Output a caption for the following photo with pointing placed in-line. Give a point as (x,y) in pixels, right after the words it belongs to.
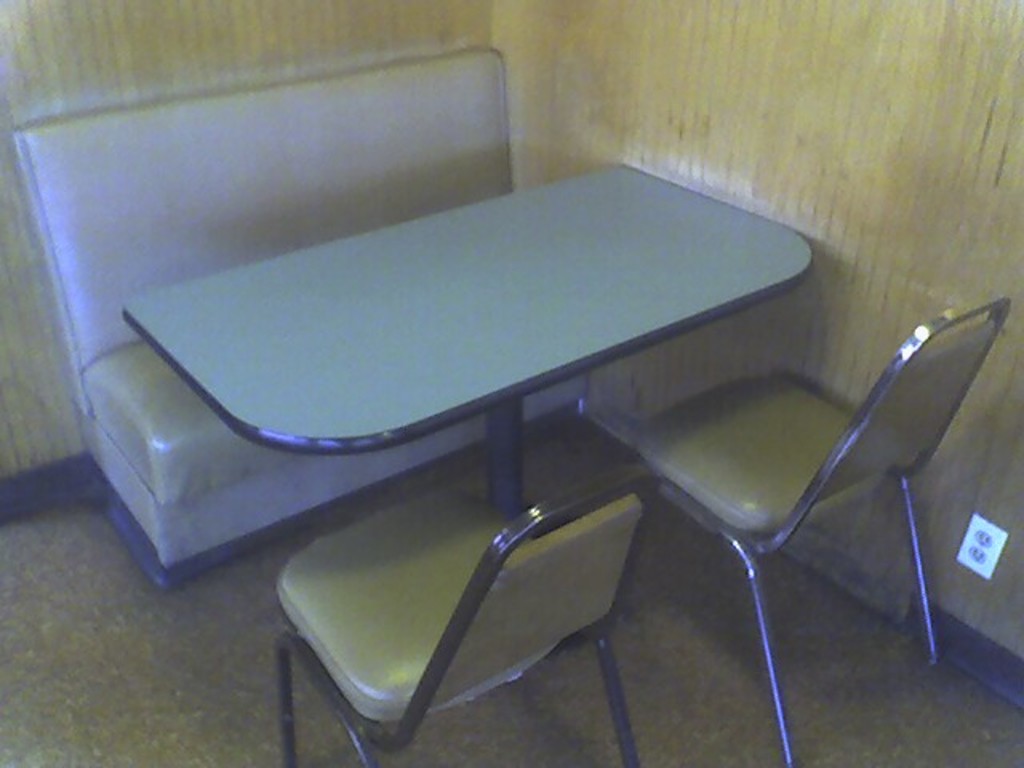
Here I can see a table (346,354), couch (195,534) and two chairs (514,600) which are placed on the floor (109,695). In the background (877,170), I can see the wall (508,69).
